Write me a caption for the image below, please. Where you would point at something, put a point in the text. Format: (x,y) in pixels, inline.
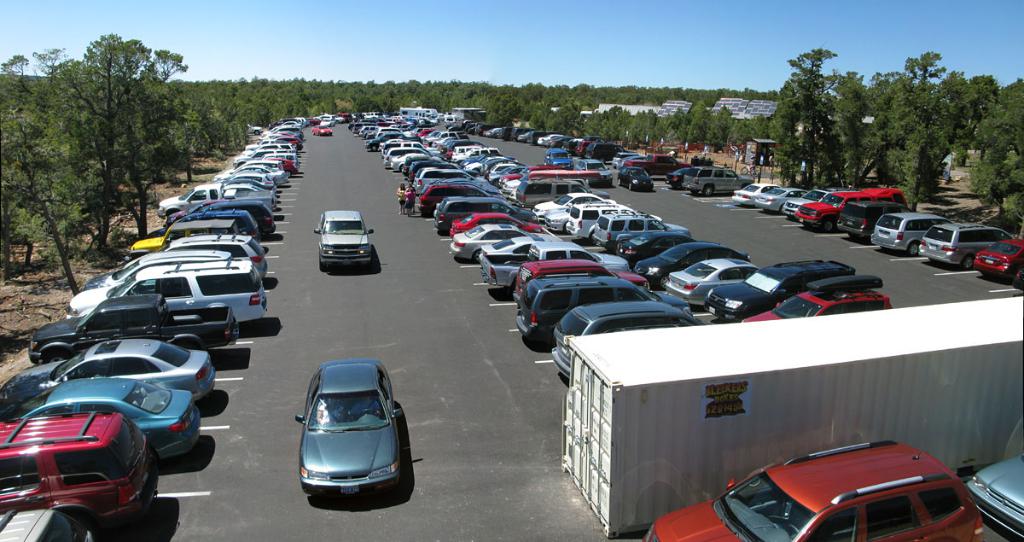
In this image there are cars (521,229) on the road (307,516). There is a container (684,433) with a poster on it. There are buildings (634,106), trees (780,94) and boards (753,144). At the top of the image (574,43) there is sky (545,37).
